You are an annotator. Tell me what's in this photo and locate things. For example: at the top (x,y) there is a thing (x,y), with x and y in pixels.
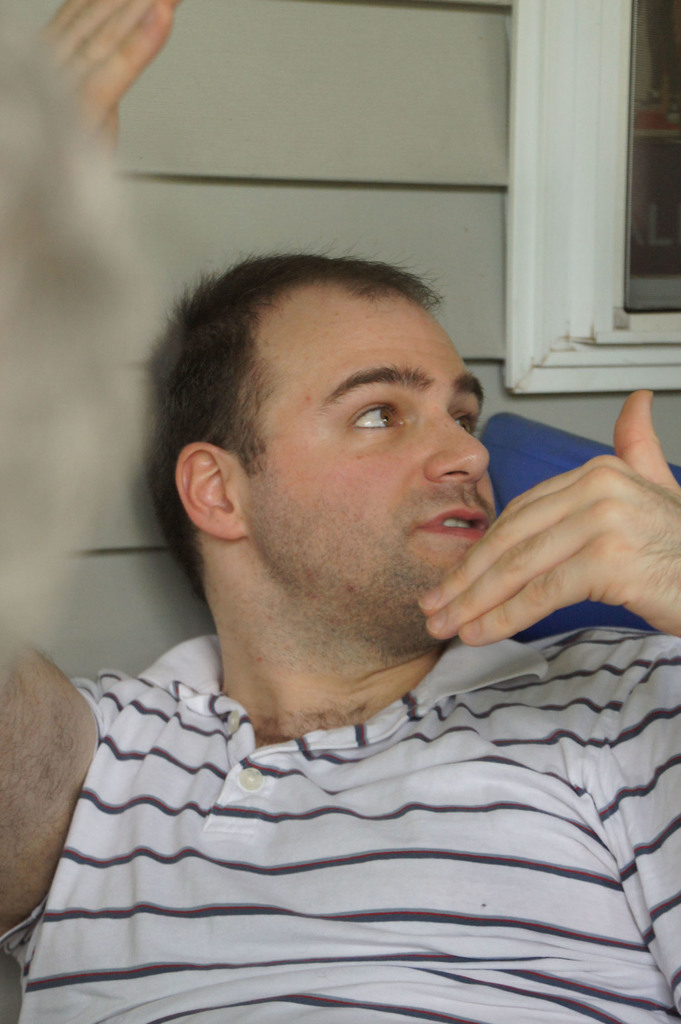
There is a person (409,902) sitting on a chair (632,621) and speaking. In the background (678,190), there is a window (605,176) near wall (315,161).
